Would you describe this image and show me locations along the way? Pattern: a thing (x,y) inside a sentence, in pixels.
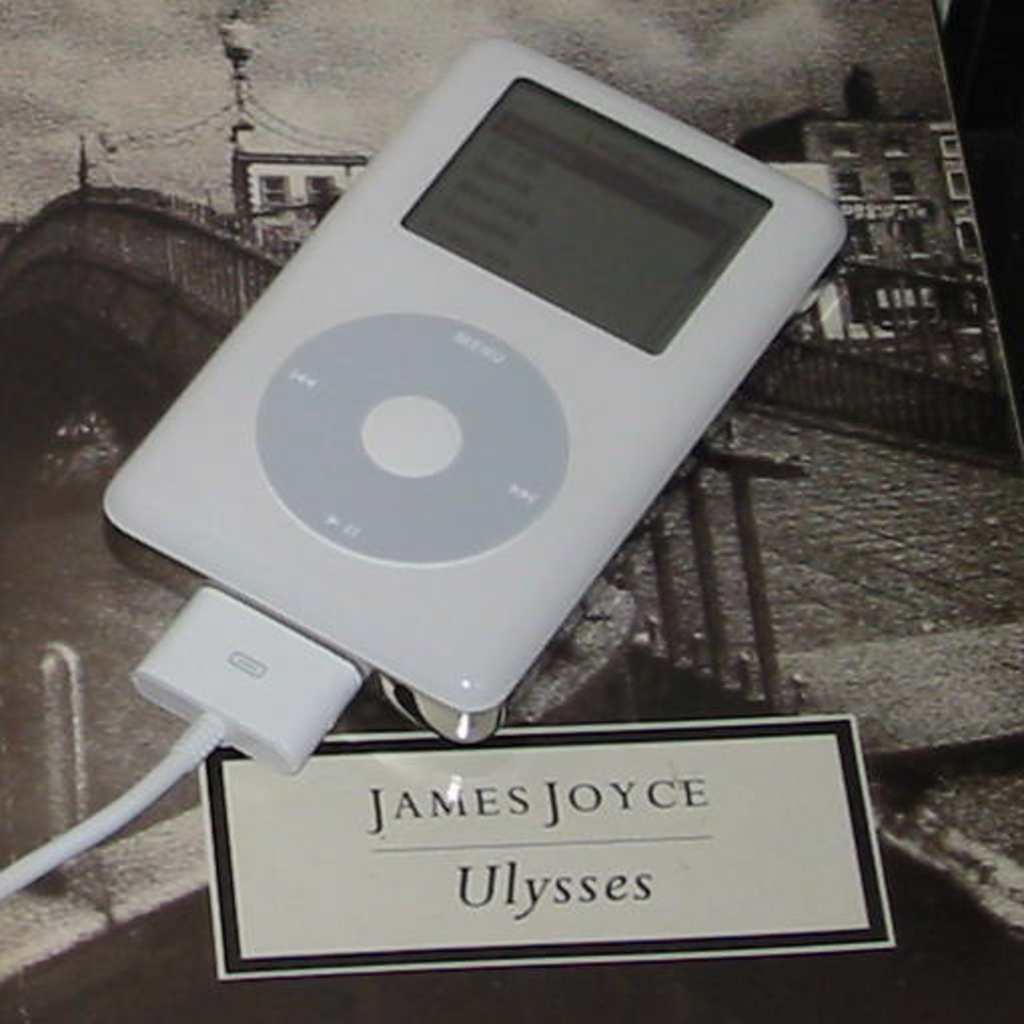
Here we can see an iPod (509,579), cable (178,655), and a card (596,872). In the background (735,691) we can see picture (904,409) of a building (862,265), board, fence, and a light (238,15).
